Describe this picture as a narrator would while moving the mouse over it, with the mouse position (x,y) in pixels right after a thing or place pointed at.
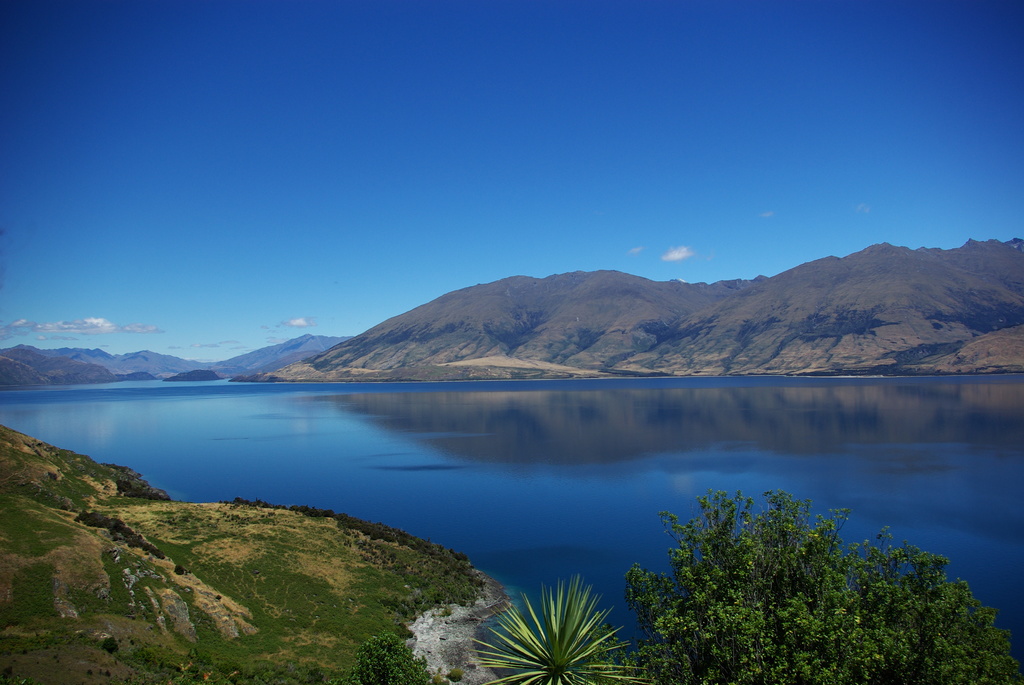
In the foreground of the picture (811,584) there are trees (400,642) and hills (230,528). In the center of the picture (479,446) there is a water body (396,446). In the background (423,352) there are mountains (580,351) and hills (557,332). Sky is sunny.
